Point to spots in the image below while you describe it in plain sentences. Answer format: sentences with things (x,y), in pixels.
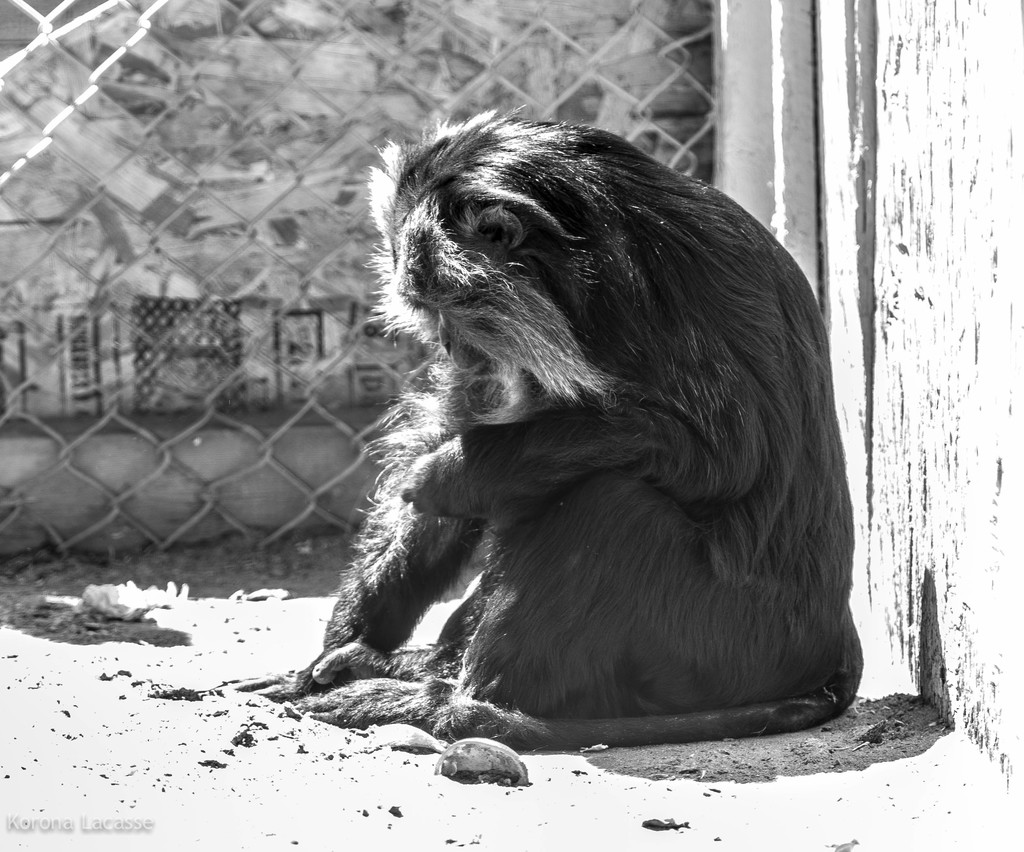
In this image we can see an animal (605,434) sitting on the ground (588,754). In the background (278,287) there is a mesh (142,26) and a wall (810,203).
